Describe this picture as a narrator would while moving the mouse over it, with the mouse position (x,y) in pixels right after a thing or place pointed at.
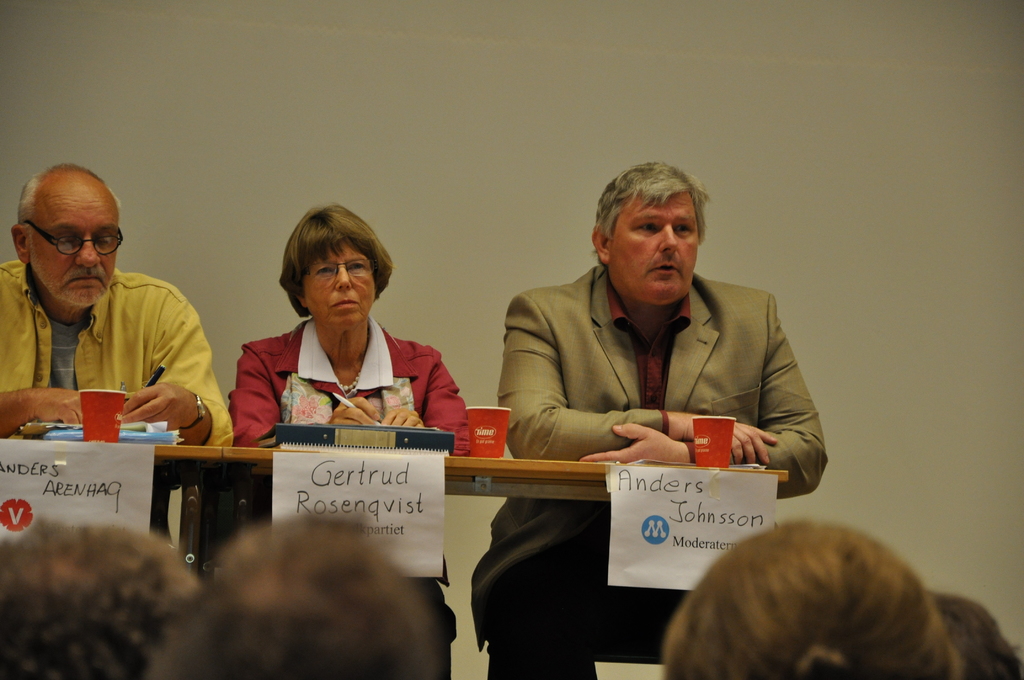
There are three persons (562,408) sitting on the chairs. There is a table (464,462). On the table (532,467) there are cups (711,446), book (366,436), and papers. There are few persons (345,569) and posters (432,499). In the background (388,130) we can see a wall (887,360).
